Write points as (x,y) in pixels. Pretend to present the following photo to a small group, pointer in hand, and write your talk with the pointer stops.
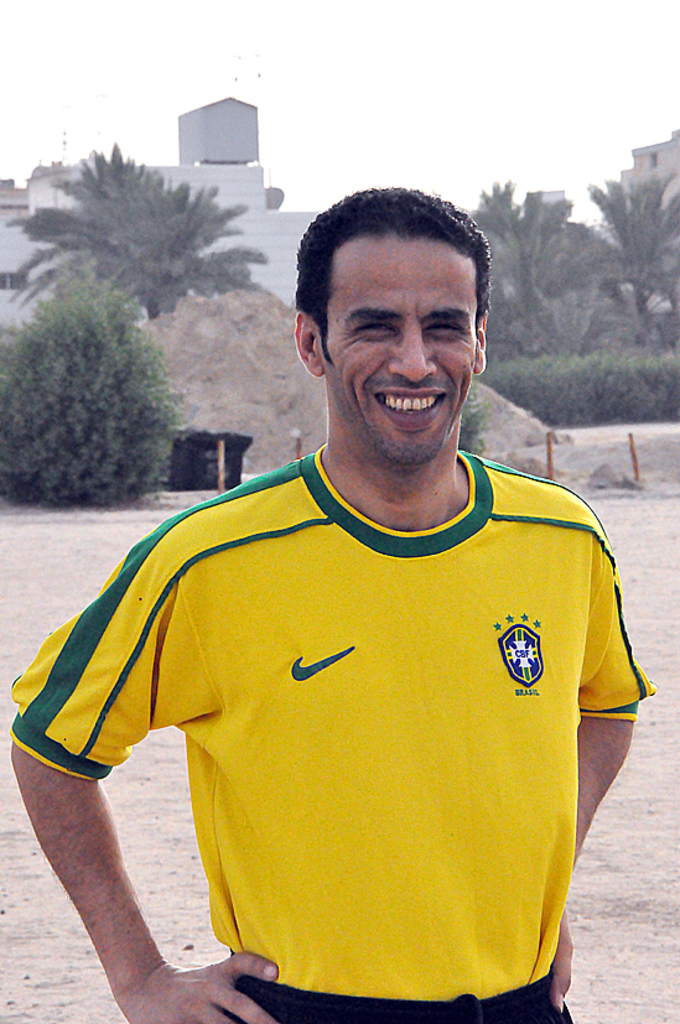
In the image there is a man (496,617) wearing a yellow color shirt (420,683) is standing and he is also having smile on his face (437,435). In background (60,376) we can see some plants (67,385), trees (171,212), buildings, sand (212,393) and sky (347,155) is on top (381,66).
